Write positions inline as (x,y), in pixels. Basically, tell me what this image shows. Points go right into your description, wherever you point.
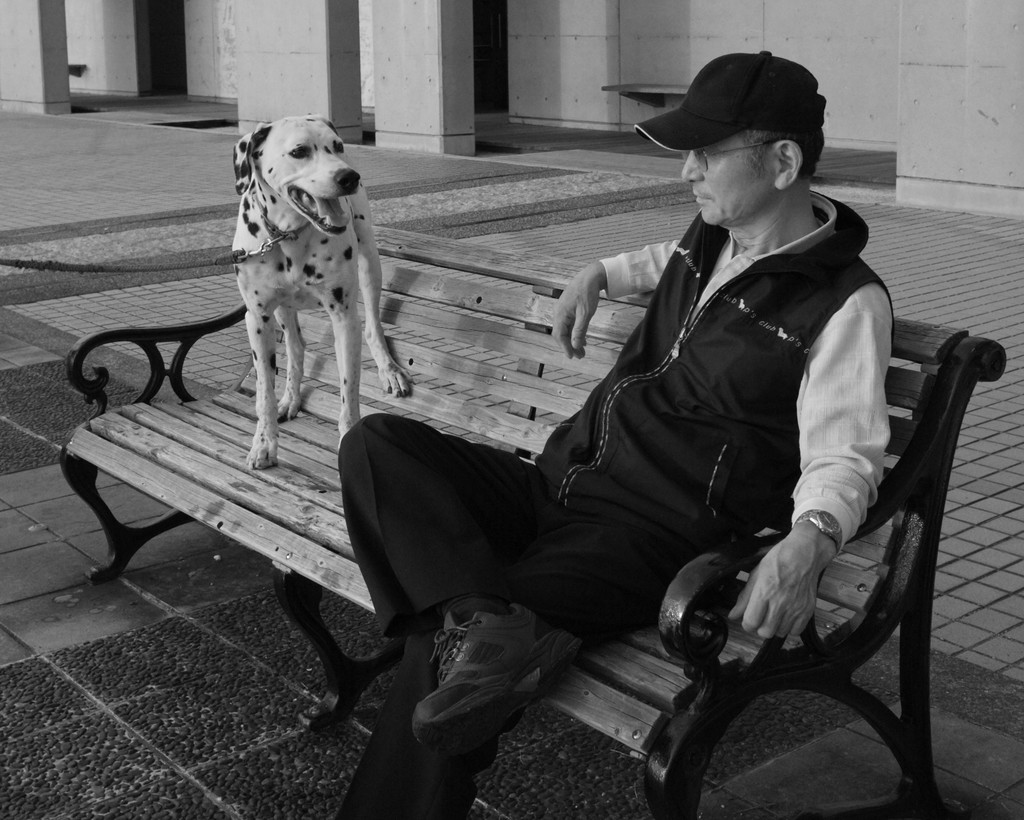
In the middle (504,434) there is a bench (682,684) on the bench (715,552) there is a man (765,426) and dog (282,282). A man (682,326) is staring towards dog (297,258), he is wearing cap (749,110), trouser (555,592), shoes (509,671) and watch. In the background (626,89) there is a building (406,84) and pillar (440,105).
